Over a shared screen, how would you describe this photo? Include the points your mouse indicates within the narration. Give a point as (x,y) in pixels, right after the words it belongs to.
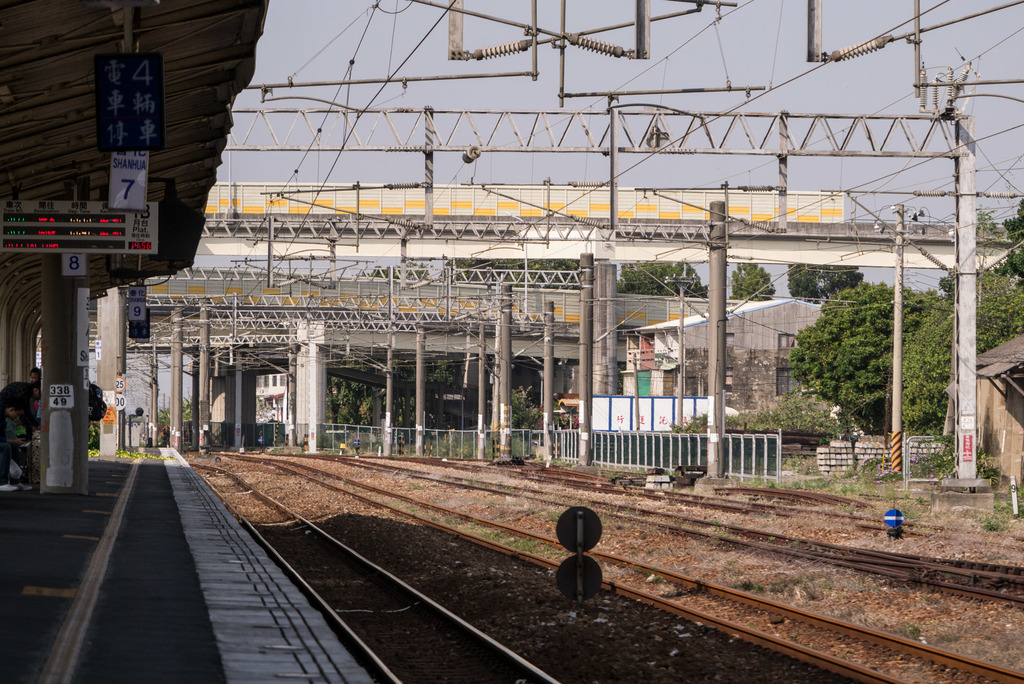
In this image we can see a group of railway tracks (387,575), poles (966,383), cables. On the left side of the image (53,370) we can see sign boards (83,316) with text (118,126), pillars (73,287), group of persons (18,446) standing on the floor (100,548). In the background (905,378), we can see a group of trees (875,417), buildings (1009,401), fence (533,440), bridge (344,336) and the sky (505,100).
